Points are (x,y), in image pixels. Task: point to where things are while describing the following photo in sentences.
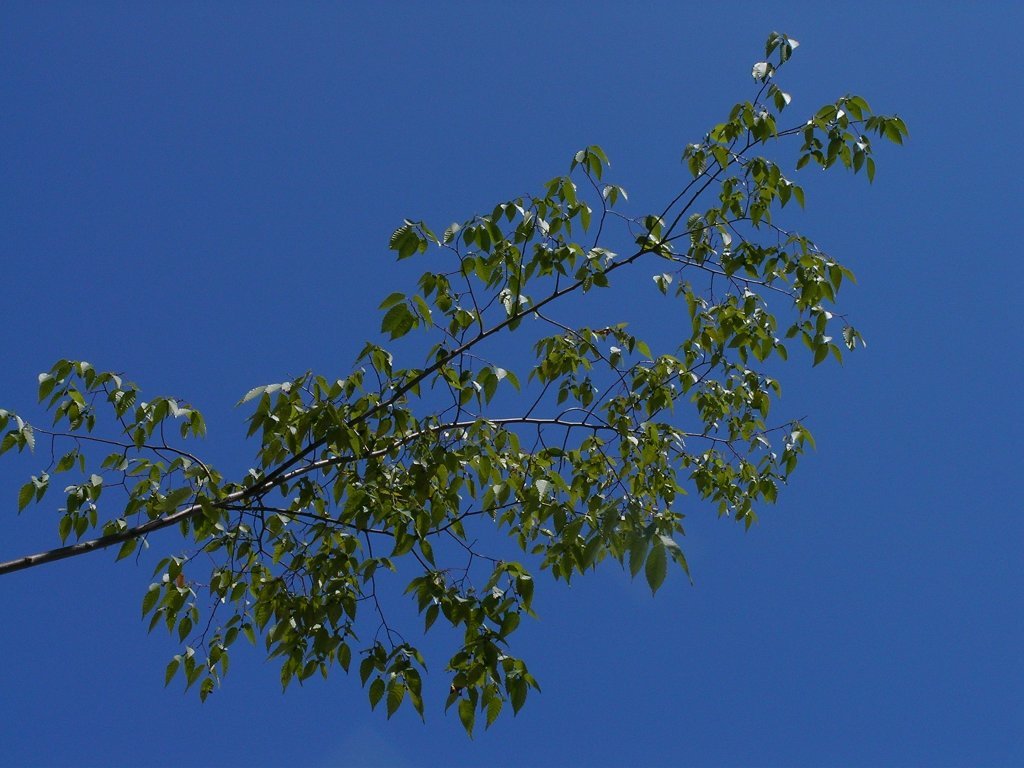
In this picture we can see a tree (562,271) with leaves (432,443) and we can see sky (589,311) in the background (249,378).
